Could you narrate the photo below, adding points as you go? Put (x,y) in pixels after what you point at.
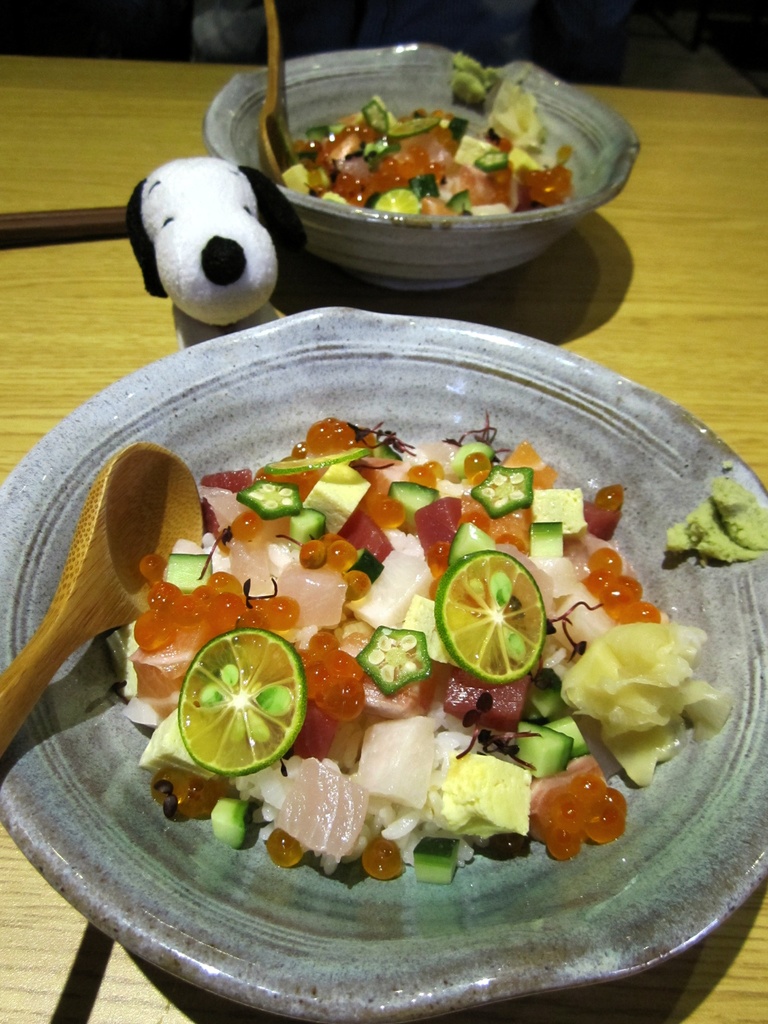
In the foreground of this picture (158,545) we can see a platter (473,370) containing a wooden spoon (124,588) and some food items (441,671) and we can see a bowl (375,48) containing a wooden spoon (276,87) and the food items (482,167) and we can see a toy (183,257) and some objects (90,227) are placed on the top of the table (692,146). In the background (364,35) we can see some other objects (217,26).
